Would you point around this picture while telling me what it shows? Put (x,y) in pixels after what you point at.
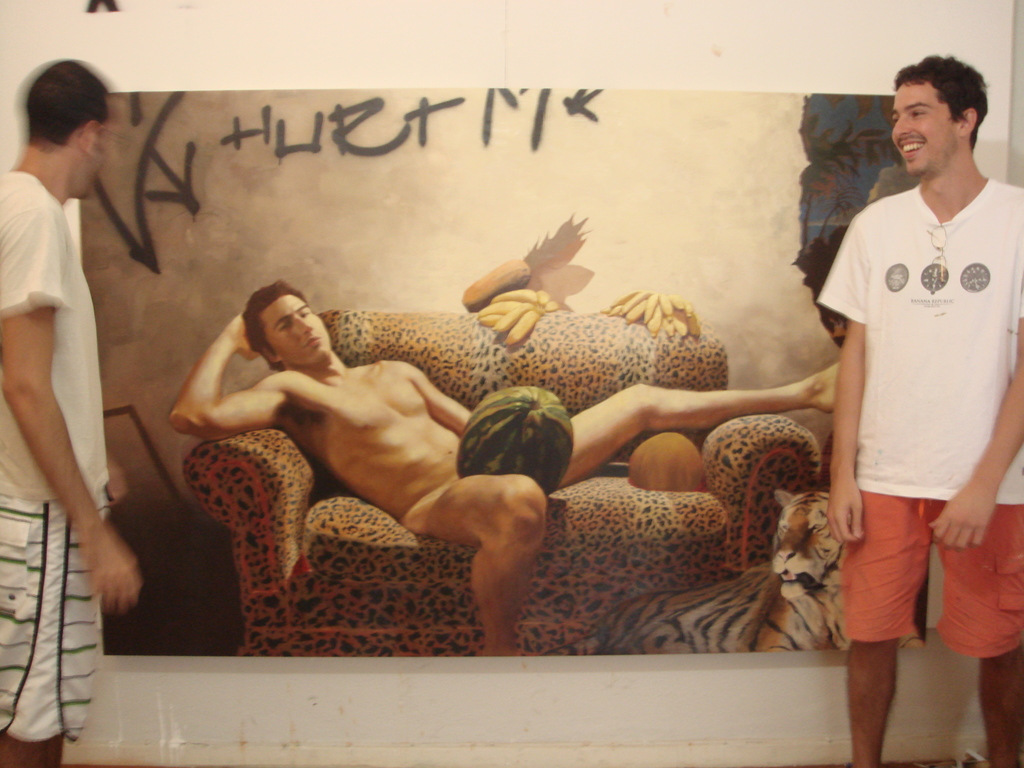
In this picture we can see two men (975,285) standing on the ground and smiling and in the background (570,141) we can see a poster (506,135) with a man (364,370) sitting on a sofa (251,457) and tiger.
